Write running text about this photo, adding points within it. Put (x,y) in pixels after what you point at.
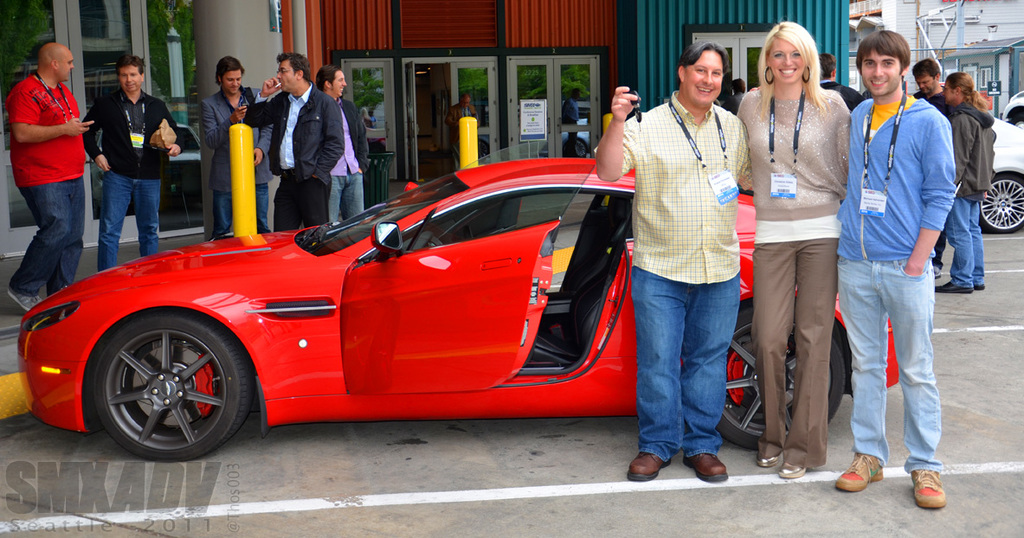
In this picture we can observe a red color car (256,379) on the road (433,457). There are three members (790,212) standing beside the car (752,428) wearing blue color tags (785,179) in their necks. There are some people (68,123) standing on the left side (304,140). We can observe two yellow color poles (470,141). There are men (331,177) and women (775,234) in this picture. In the background (638,69) there is a building (447,48).
